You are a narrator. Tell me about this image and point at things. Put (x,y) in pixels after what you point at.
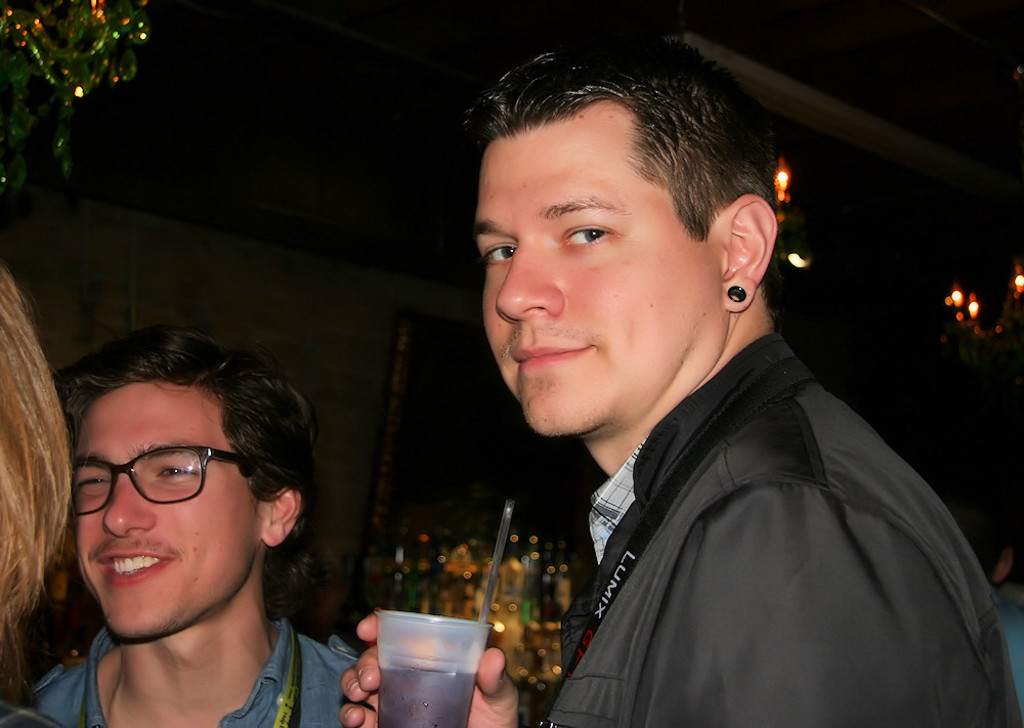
In the foreground of the image (401,692) there is person (697,391) wearing a jacket (705,401) and holding a glass (421,651) in his hand (362,663). To the left side of the image (172,435) there are people (201,504). In the background of the image (275,315) there is wall (306,256). At the top of the image (357,197) there is ceiling (968,38) with lights (778,162).
